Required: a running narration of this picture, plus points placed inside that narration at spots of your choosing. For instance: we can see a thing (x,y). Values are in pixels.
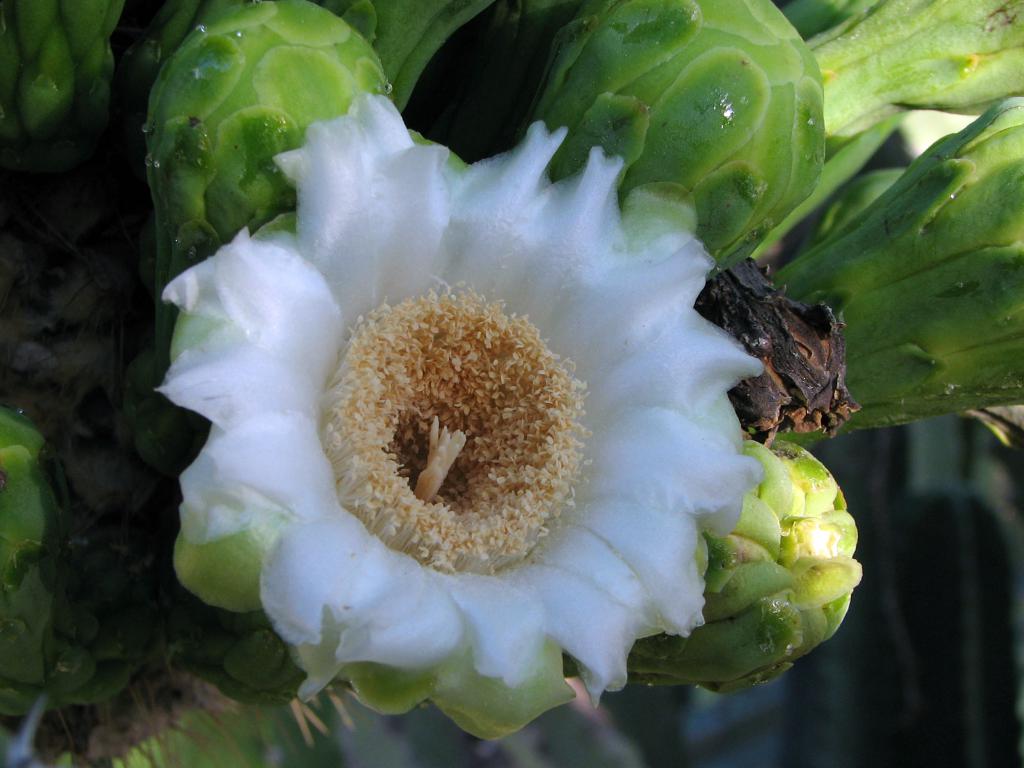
In this image we can see few plants (763,401). There is a flower (649,274) to a plant (687,101).
